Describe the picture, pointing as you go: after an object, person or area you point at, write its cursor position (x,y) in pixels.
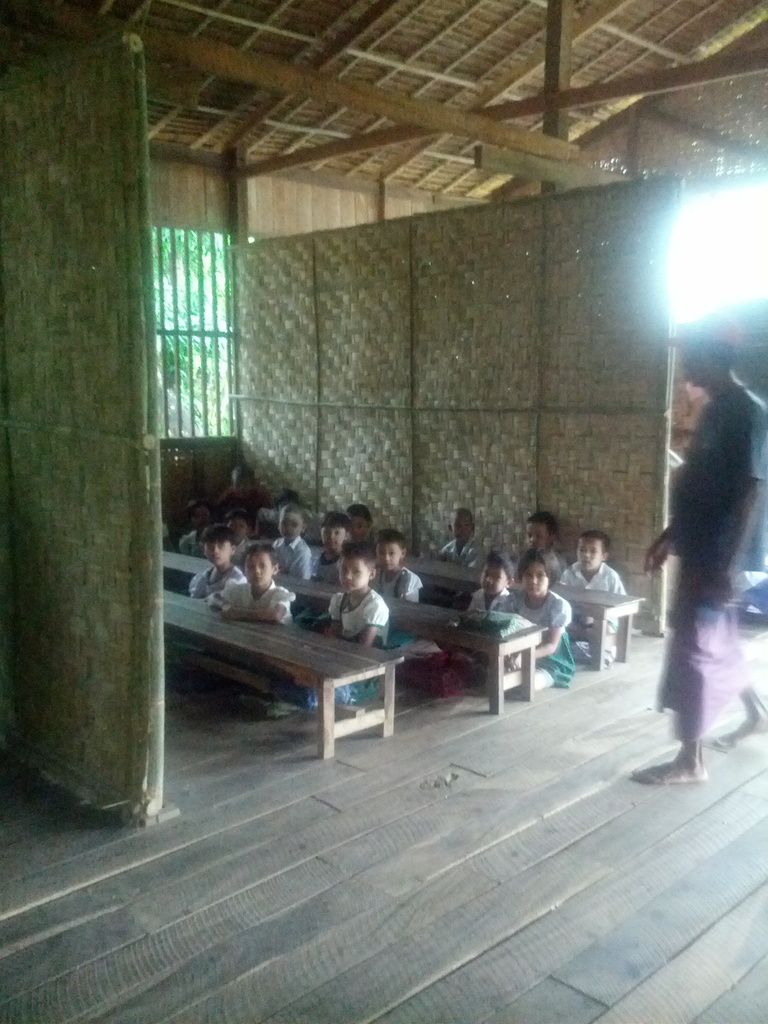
In this picture we can see group of people (313,561) few are seated in front of them we can see benches (331,641) and one person (695,594) is walking, in the background (168,292) we can see couple of trees (181,322).
